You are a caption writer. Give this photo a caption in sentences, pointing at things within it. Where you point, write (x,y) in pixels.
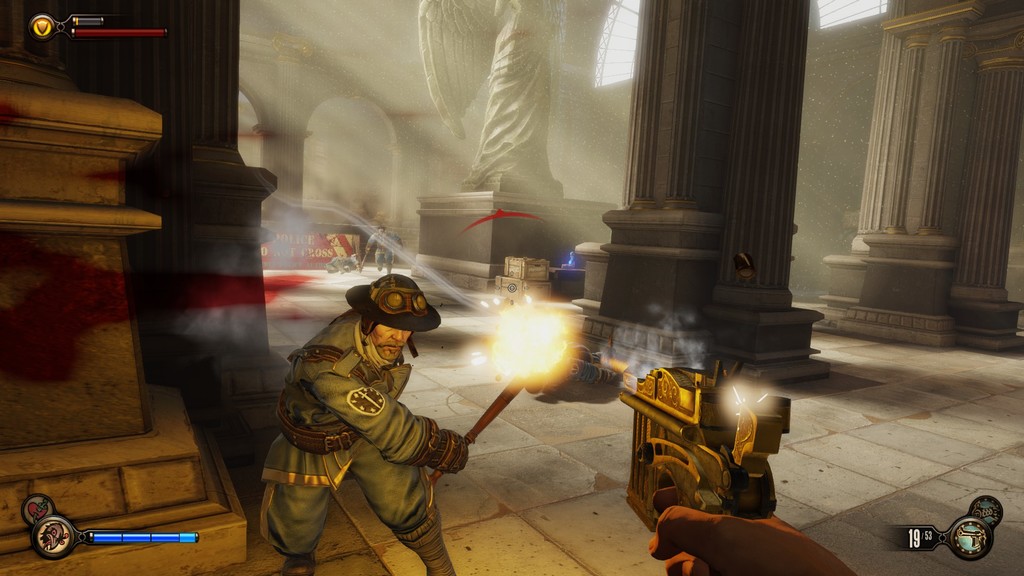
This is an animation picture. In this image there are two people (413,478) holding the objects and running. In the foreground (680,462) there is a person (717,564) holding the gun (653,434). At the back (974,218) there are pillars (922,218) and there is a statue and there are wooden boxes (529,261). At the top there is a window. At the bottom (564,483) there is a floor (354,547).
